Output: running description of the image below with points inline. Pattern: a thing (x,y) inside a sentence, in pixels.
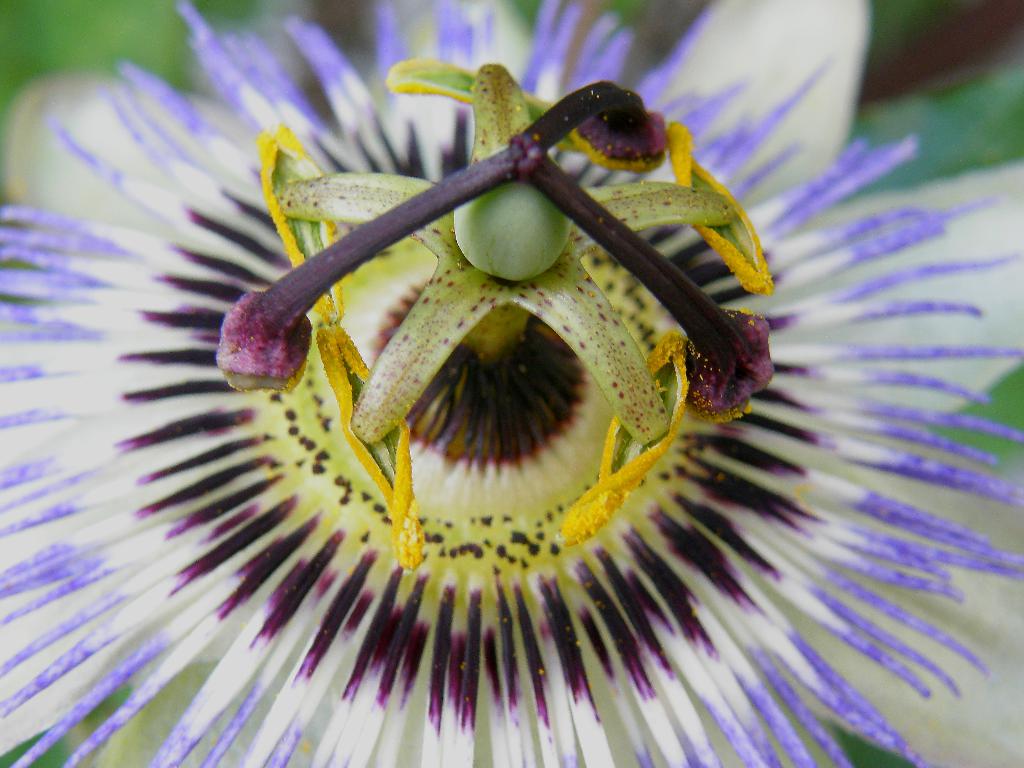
In the image there is a purple and white flower (444,361), it has very sharp petals (933,549).
